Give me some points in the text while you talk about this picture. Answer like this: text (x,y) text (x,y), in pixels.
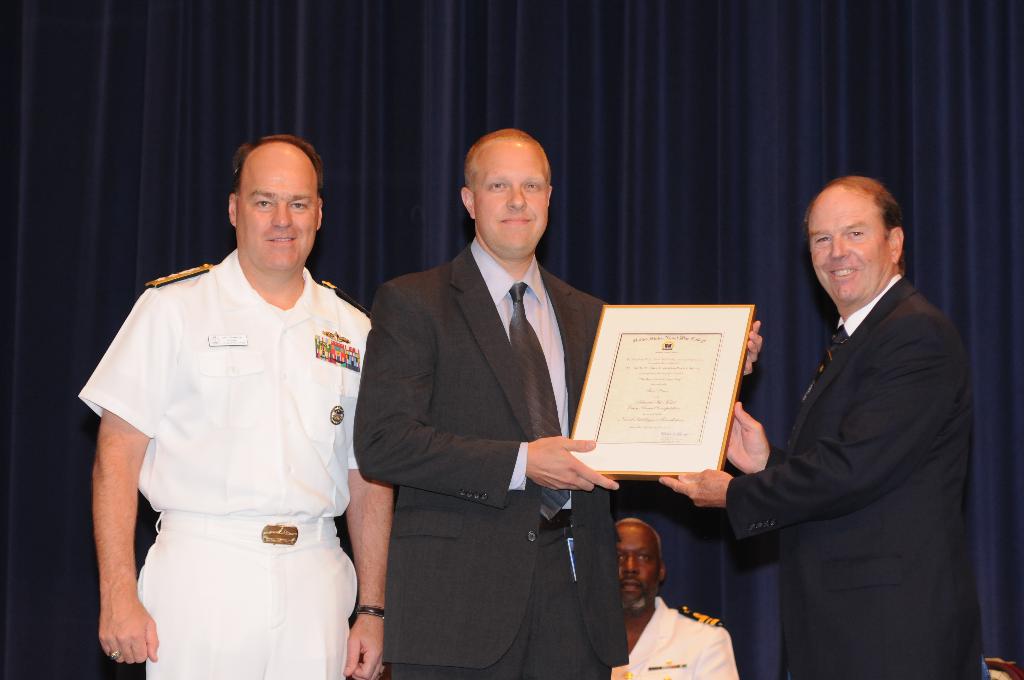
In the center of the image (527,257) three mans (434,298) are standing, two of them (515,234) are holding a certificate (698,410) in their hands (744,429). At the bottom of the image (680,638) a man (678,653) is there. In the background of the image (6,510) we can see a curtain (293,51).
